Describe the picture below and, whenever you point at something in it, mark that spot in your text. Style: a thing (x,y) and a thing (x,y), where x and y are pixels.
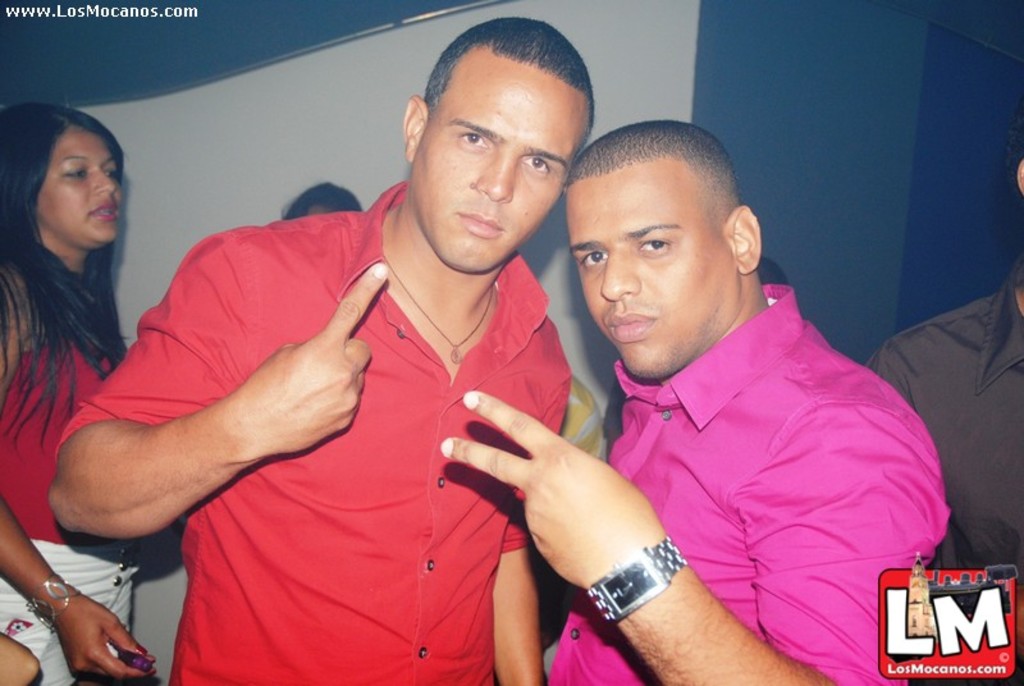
A man (832,542) is there, he wore pink color shirt (786,507), here another man (366,520) is showing his index finger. He wore red color shirt (380,457), on the left side (85,250) there is a woman (14,527).
